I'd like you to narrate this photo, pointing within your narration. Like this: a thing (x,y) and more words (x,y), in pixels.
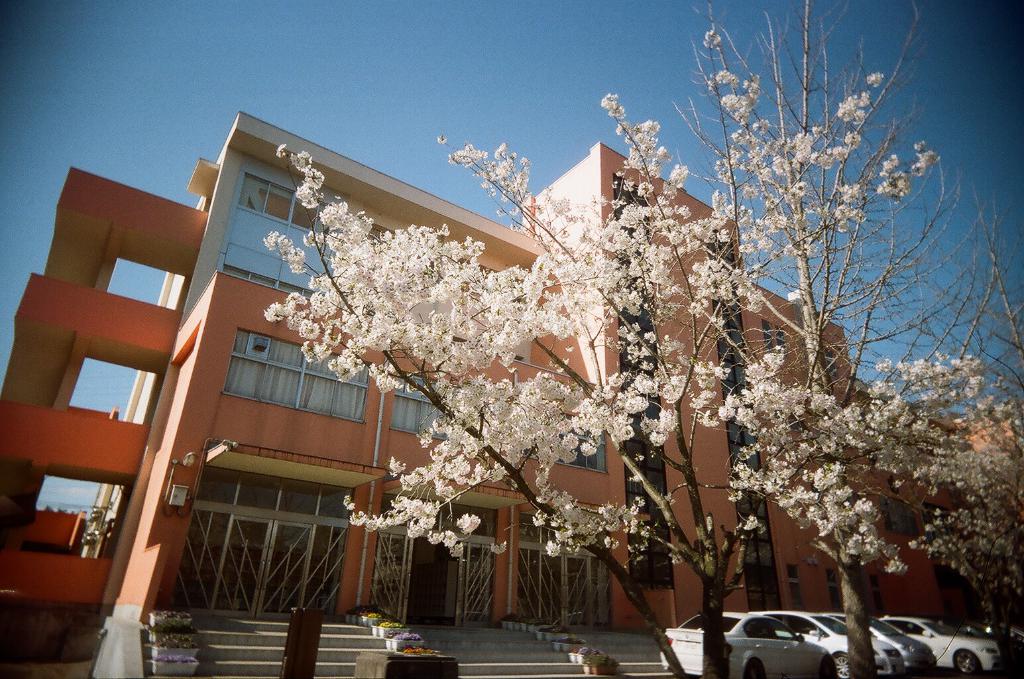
In this image we can see trees (459,361), cars (877,654) parked here, stairs (470,656), building (315,478) and the blue sky (349,114) in the background (470,70).
